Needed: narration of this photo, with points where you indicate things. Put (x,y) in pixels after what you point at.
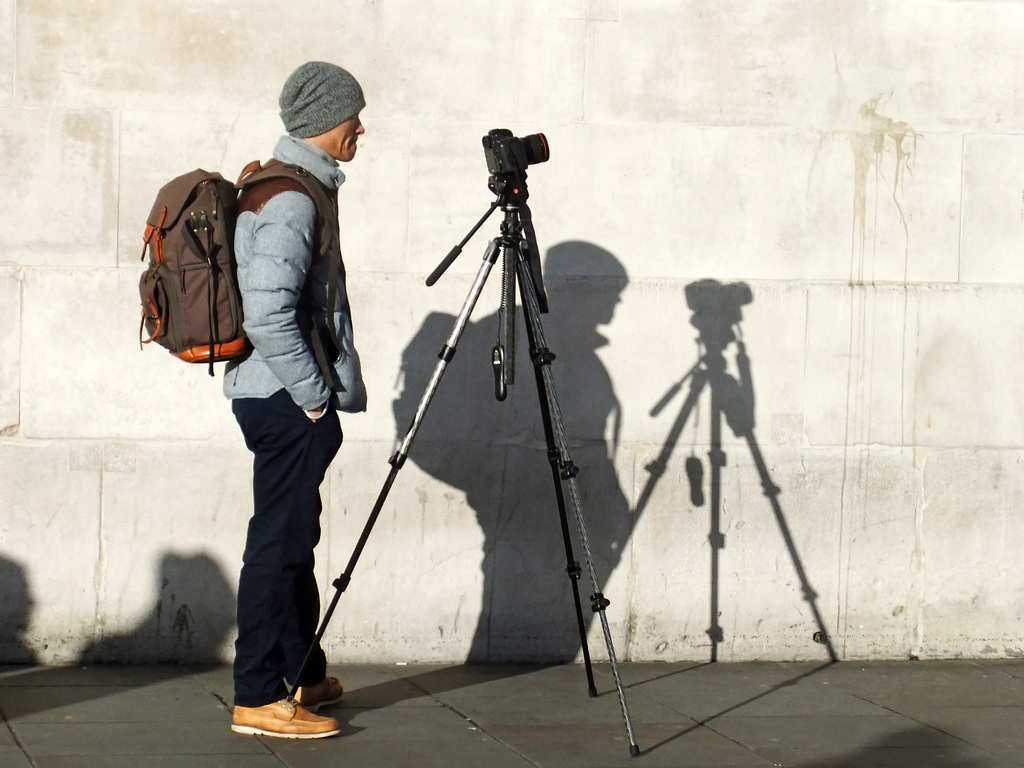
In the center of the image (351,357) we can see one person (307,397) is standing and he is wearing a backpack (322,358), hat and a jacket (295,348). In front of him, we can see one stand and a camera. In the background (143,565) there is a wall (225,79) and a few other objects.
